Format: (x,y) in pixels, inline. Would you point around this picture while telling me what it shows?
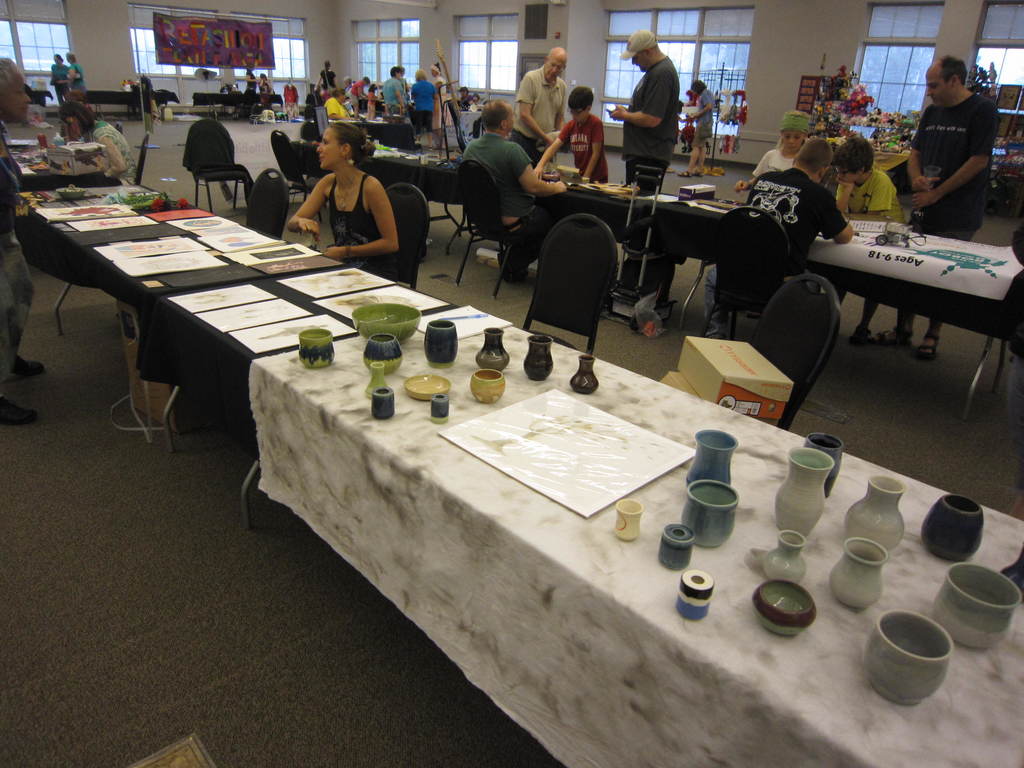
in the picture we can see so many people (707,131) standing and some people (362,246) sitting in the chair (269,171), we can also see tables (410,424) with the different items (934,630) on them, we can see many paintings (614,483), bowls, flower vase (955,573) in that room (445,202).
